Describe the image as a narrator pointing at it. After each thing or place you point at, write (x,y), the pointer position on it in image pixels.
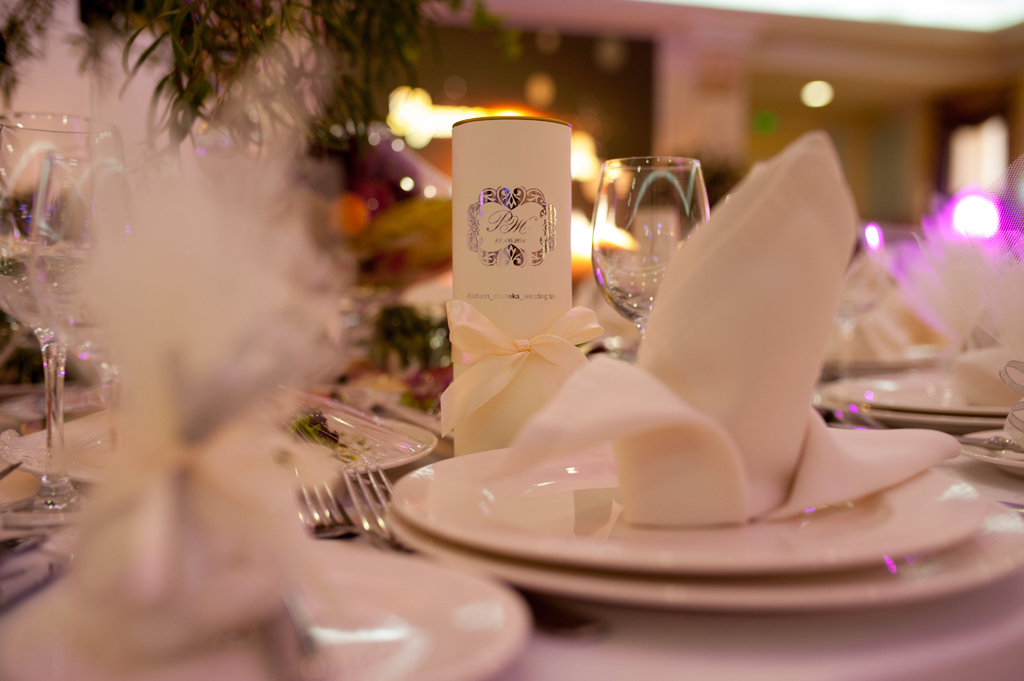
In this picture we can see a table (752,642), there are some plates (824,564), forks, glasses (643,249) present on the table (661,633), in the background (589,163) we can see lights (577,148), there are some tissue papers (787,372) on these plates (654,533).
